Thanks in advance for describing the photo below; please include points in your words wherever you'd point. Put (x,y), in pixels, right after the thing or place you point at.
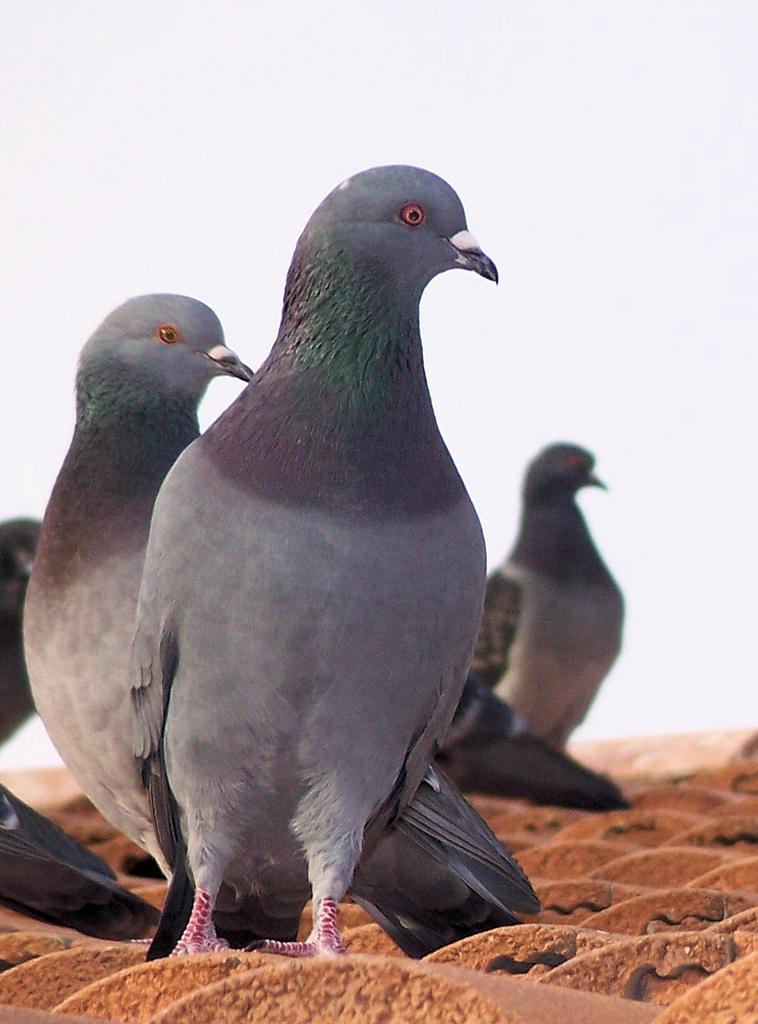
We can see birds (302,874) on surface (288,967). Background (444,51) it is white.
